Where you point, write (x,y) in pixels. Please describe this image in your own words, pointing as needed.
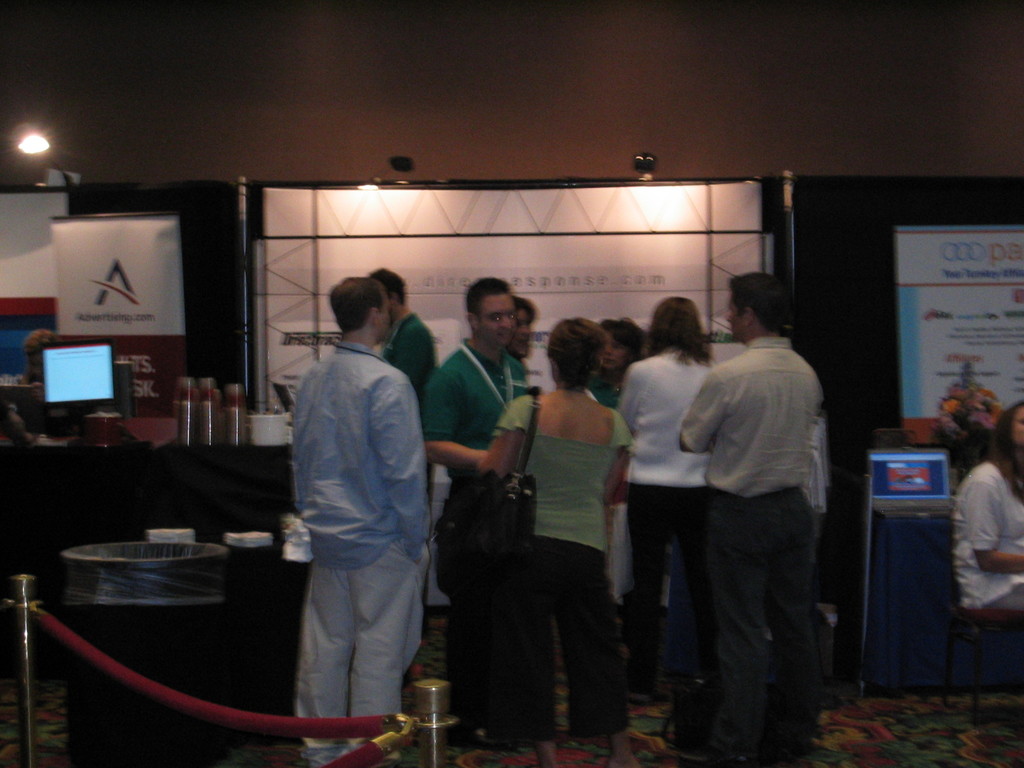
In the image we can see there are people (574,457) standing and they are wearing clothes (597,484). This is a carpet (936,733), stool (954,645), dustbin (178,568), pole (11,587), screen (81,380), poster (158,284), lights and a flower bouquet (991,427).
